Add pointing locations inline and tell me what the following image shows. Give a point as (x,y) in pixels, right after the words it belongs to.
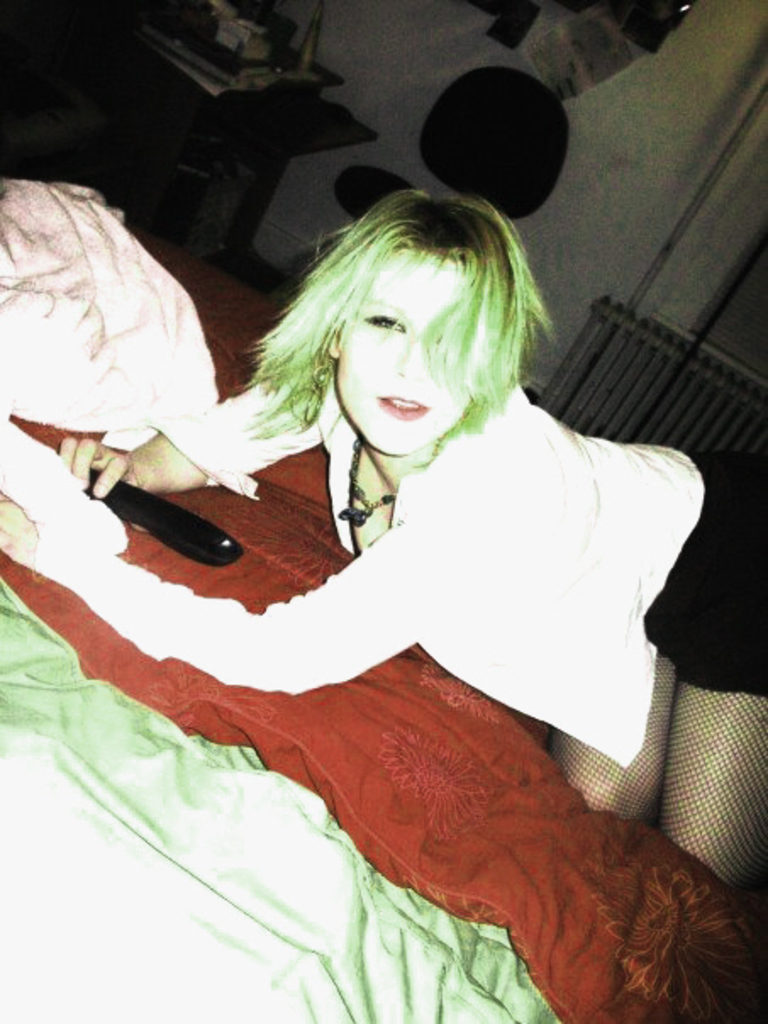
In this image I can see a woman (419,408) holding a remote (148,509) in the hands (138,463), laying on the bed (369,781) and giving pose for the picture. On the left side (69,299), I can see a bed sheet (96,302). In the background (510,104) there is a table (317,131), chair (487,116) are placed on the floor (252,258). On the table (232,67), I can see few objects (252,55). At the back of them I can see the wall (608,188).
